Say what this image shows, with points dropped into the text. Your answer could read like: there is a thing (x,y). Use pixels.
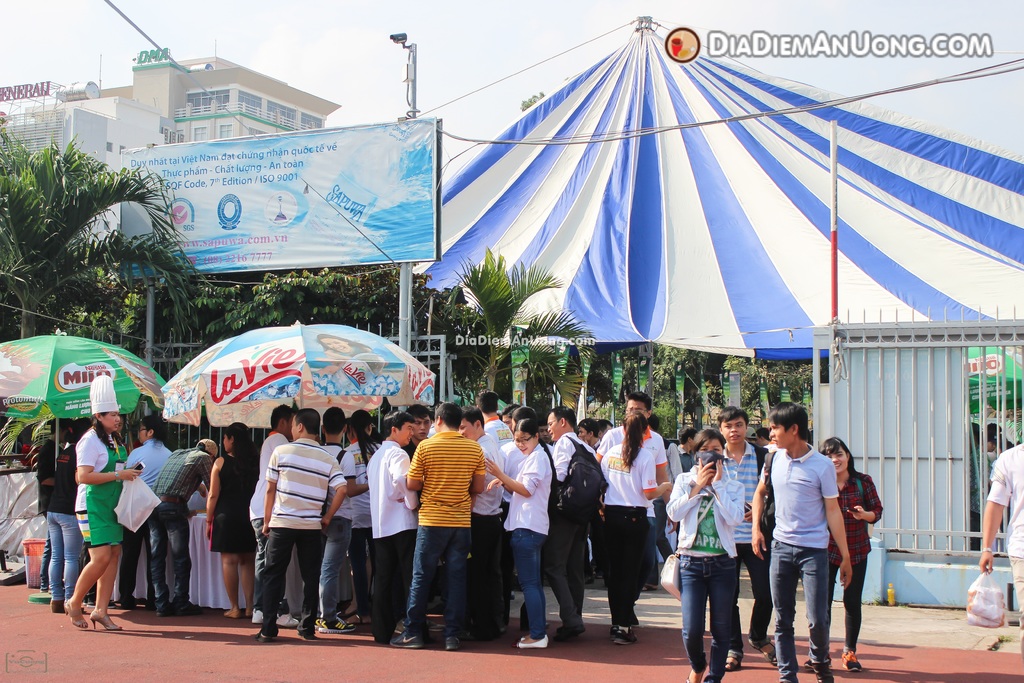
Here in this picture we can see number of people (475,458) standing and walking on road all over there and on the left side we can see umbrellas (229,415) present on the road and behind that we can see a gate (1003,357) and railing (931,372) present over there and on the top (364,221) we can see a board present and we can see trees (668,357) and plants (536,347) present all over there and we can see a tent (1019,222) present over there and we can see buildings (242,112) present all over there.
